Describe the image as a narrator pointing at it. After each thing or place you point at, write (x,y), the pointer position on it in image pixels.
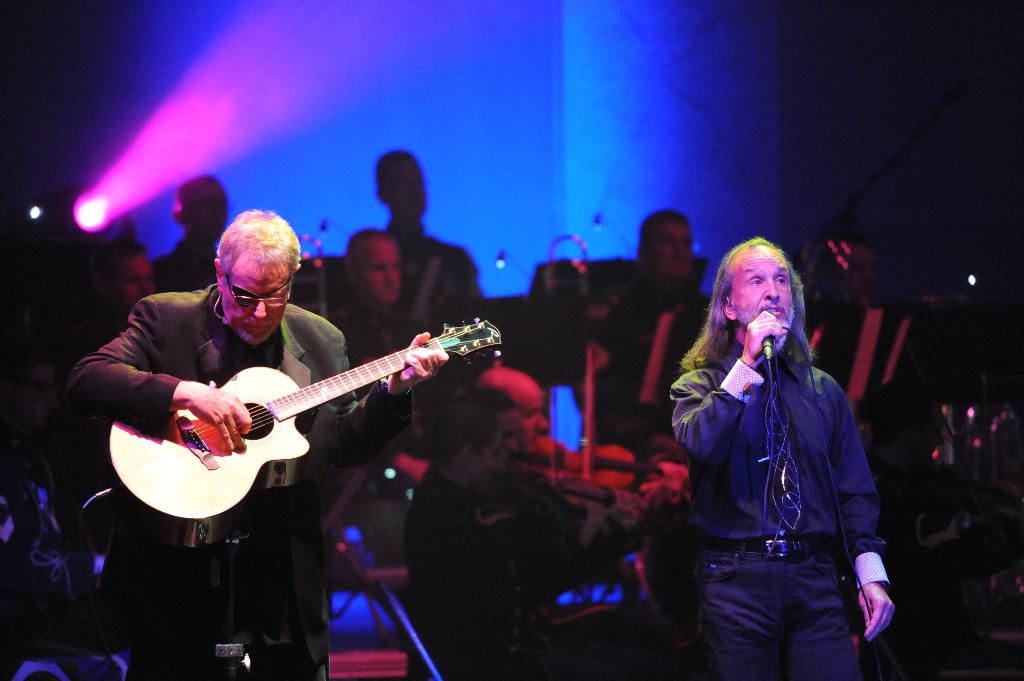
This picture shows a group of people (803,652) Performing musical instruments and we see a man (182,368) playing a guitar (469,325) and a man (790,333) singing with the help of a microphone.
